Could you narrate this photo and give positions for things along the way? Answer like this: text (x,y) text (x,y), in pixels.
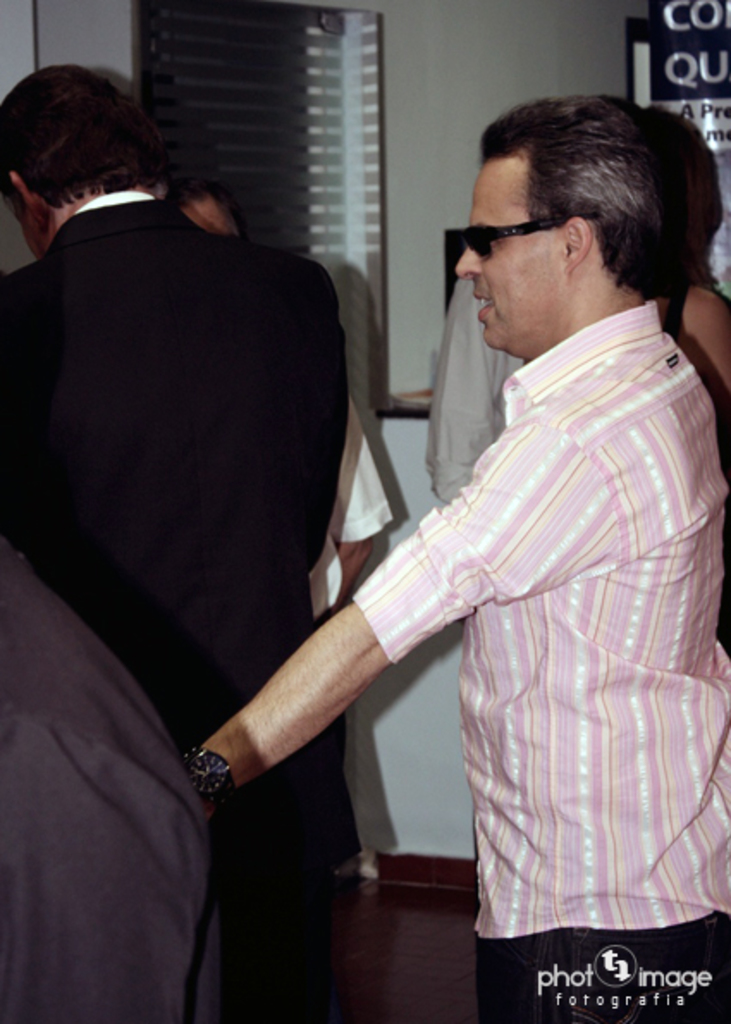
On the right side (614,576), we see a man (568,454) in the pink shirt (610,669) is standing. He is wearing the goggles (474,249) and a watch (211,773). Beside him, we see two people (697,312) are standing. On the left side (152,381), we see three people (113,417) are standing. In the background (385,428), we see a table (408,412), white wall (432,100) and the window blind (304,80). In the right top (698,6), we see a board (652,81) in white and black color with some text (683,77) written on it.
